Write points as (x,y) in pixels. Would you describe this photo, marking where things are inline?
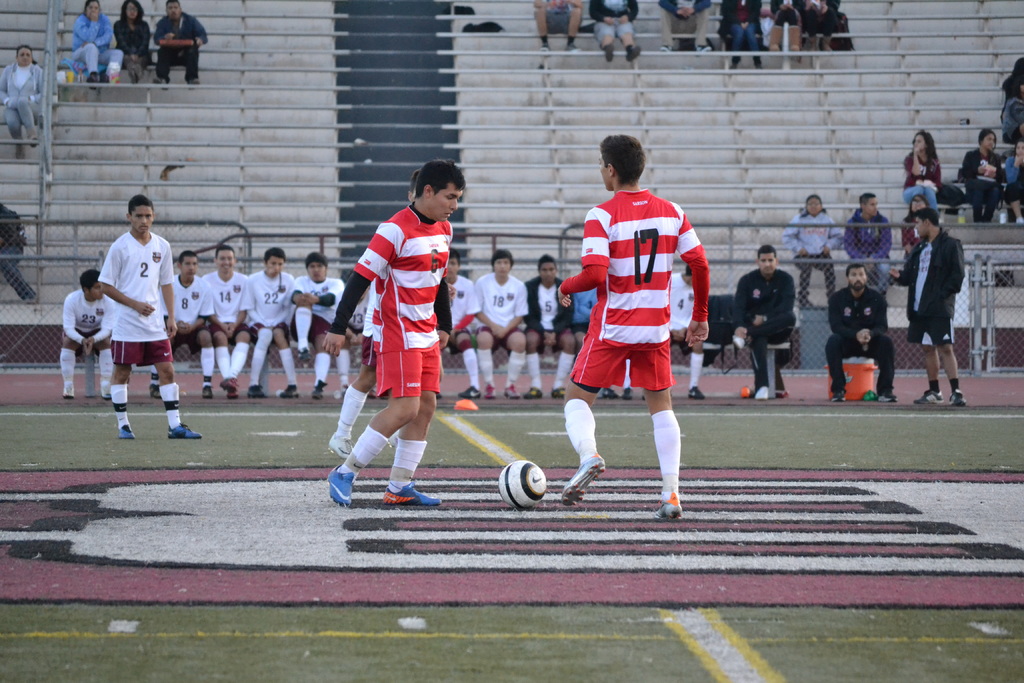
The picture is taken in a football ground (99,427). In the foreground of the picture (627,355) there are players (415,384) playing football. In the center of the picture (545,278) there are players (261,311) sitting on the benches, behind them there is railing (336,237). At the top (414,130) there are benches (872,135) for audience (21,103), there are people (85,50) sitting on the benches (965,108).
